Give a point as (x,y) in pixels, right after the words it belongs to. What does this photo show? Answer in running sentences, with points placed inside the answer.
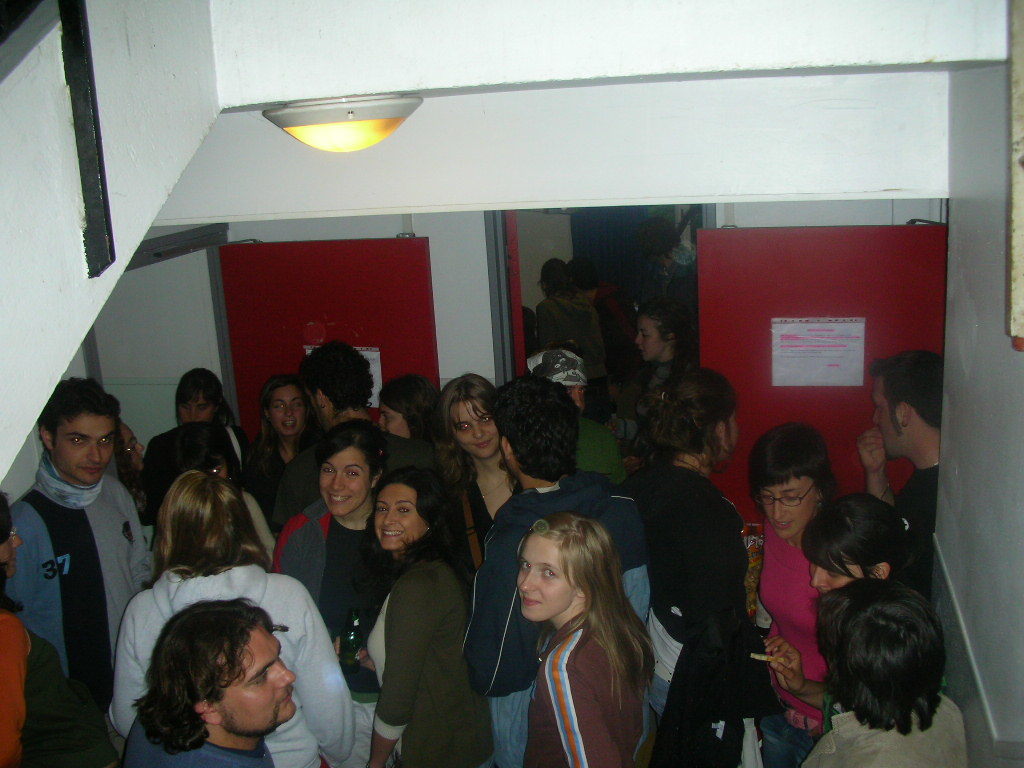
In the center of the image (575,381) we can see a group of people (451,568) are standing. In the middle of the image (492,297) boards (830,267), door (812,287) are there. At the top of the image (531,105) roof (483,128) and light (365,115) are present.
